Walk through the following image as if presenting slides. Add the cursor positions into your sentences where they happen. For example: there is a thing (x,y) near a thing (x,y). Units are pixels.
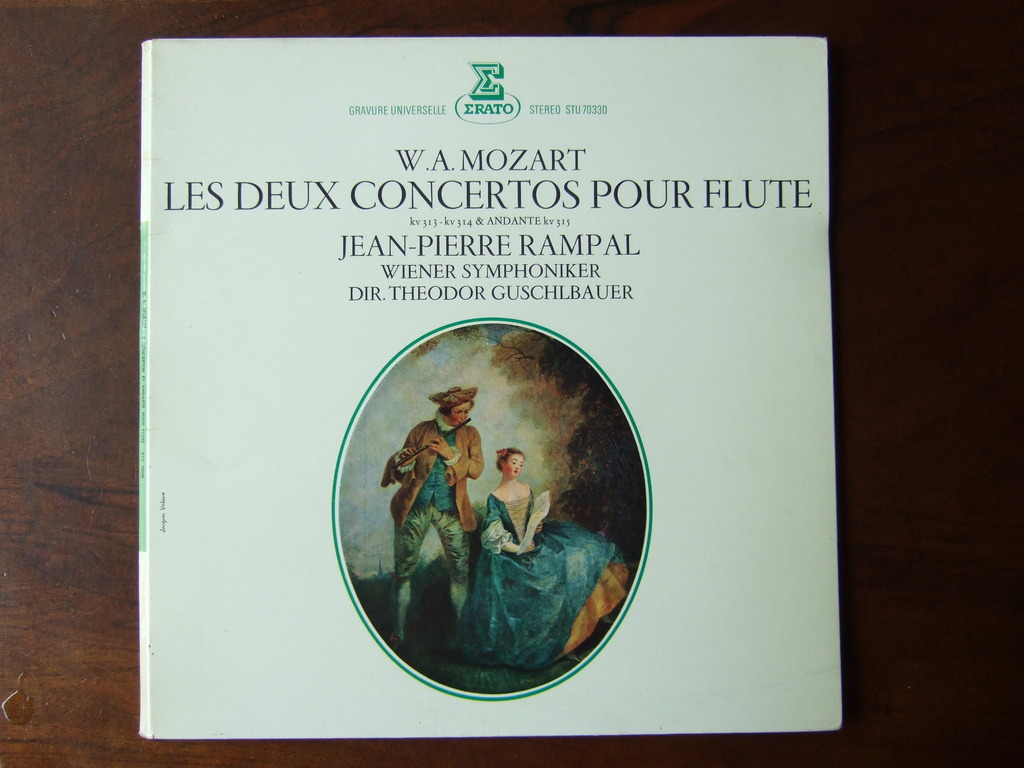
In this image there is a front cover (425,279) of a record album (344,513), there is an image (407,500) and some text (395,231) on it.
